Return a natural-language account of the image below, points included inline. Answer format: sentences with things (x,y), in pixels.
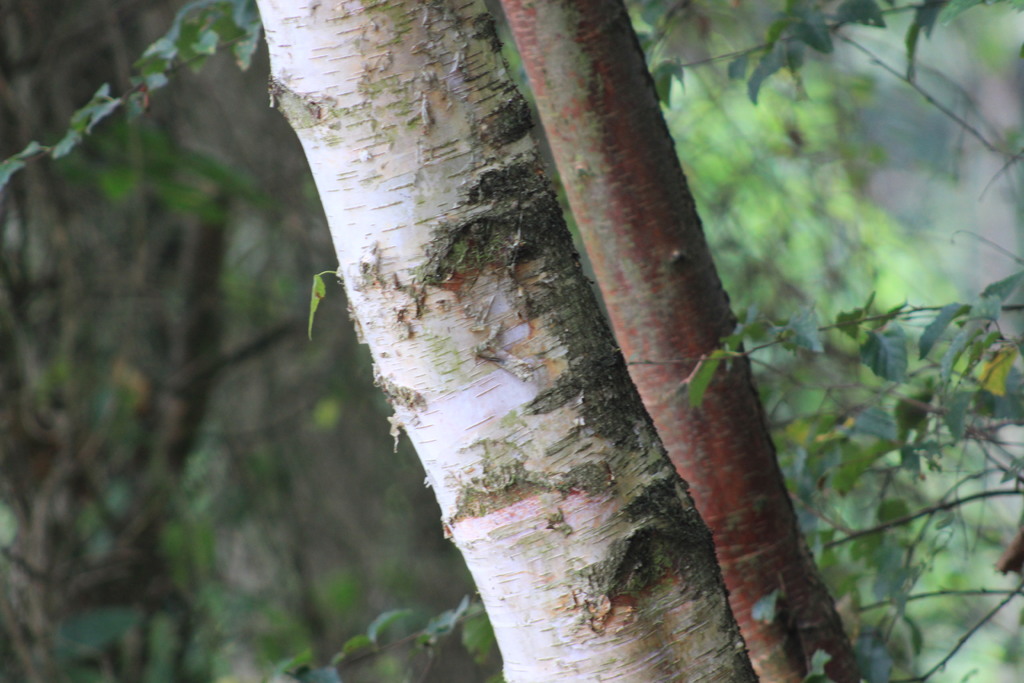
In this image I can see a trunk (543,334), background (879,299) I can see trees (295,469) in green color.
